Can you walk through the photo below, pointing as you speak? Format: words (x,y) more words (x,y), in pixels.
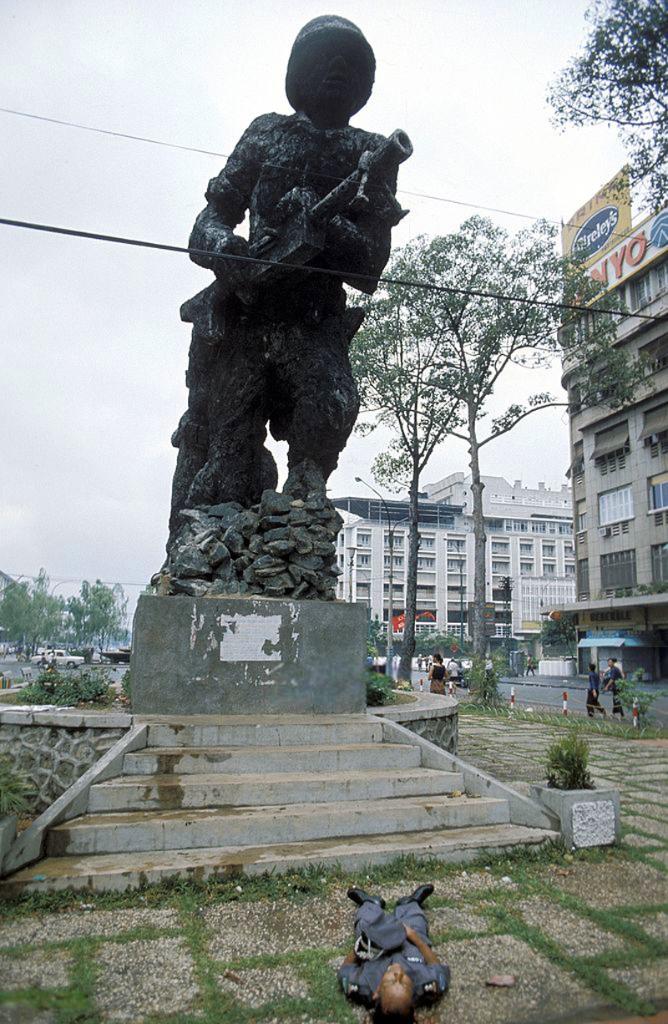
In the middle of this image (243,555), there is a statue (409,140) of a person (252,420) on a platform (342,642). Beside this statue (265,372), there are two cables (281,166). At the bottom of this image (439,983), there is a person (378,909) in a uniform (439,989) lying on the ground (313,872), on which there is grass (289,877). In the background (649,301), there are buildings (627,295), trees (411,641), vehicles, persons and there are clouds (126,128) in the sky (130,161).
